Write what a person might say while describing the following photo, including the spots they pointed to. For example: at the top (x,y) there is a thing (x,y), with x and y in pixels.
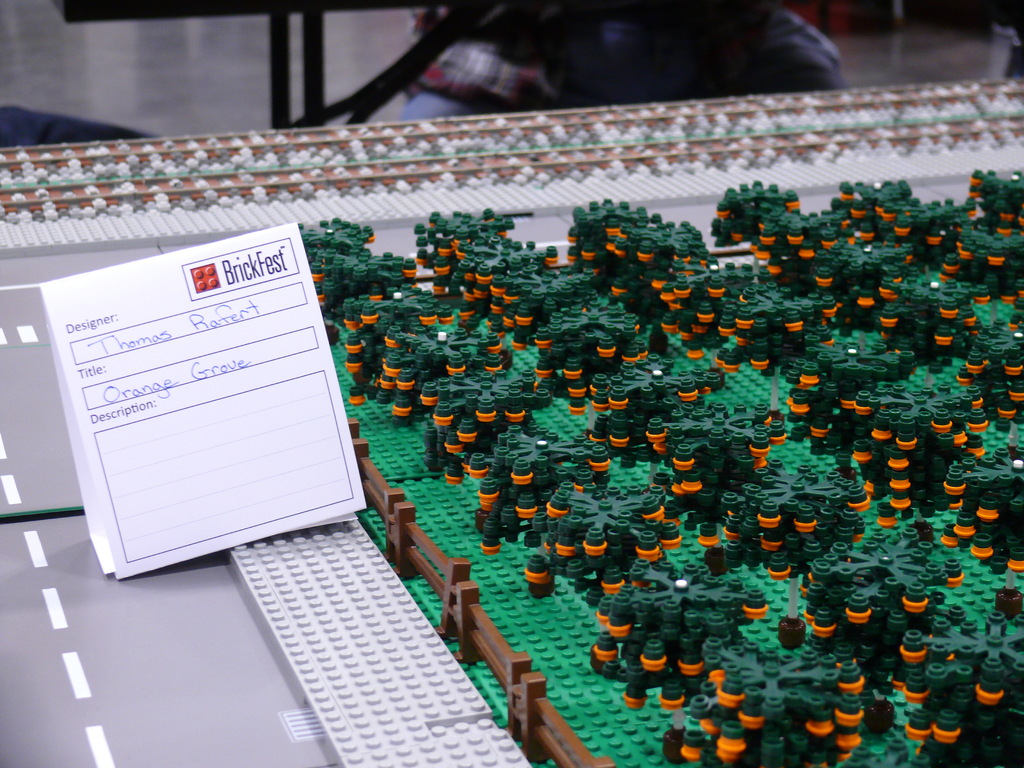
In the picture we can see a table (742,656) with some puzzle toys (925,324) which are in the structure of plants (981,504) and round it we can see a railing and beside it we can see a card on it we can see a designer name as Thomas and title it as orange grove.
